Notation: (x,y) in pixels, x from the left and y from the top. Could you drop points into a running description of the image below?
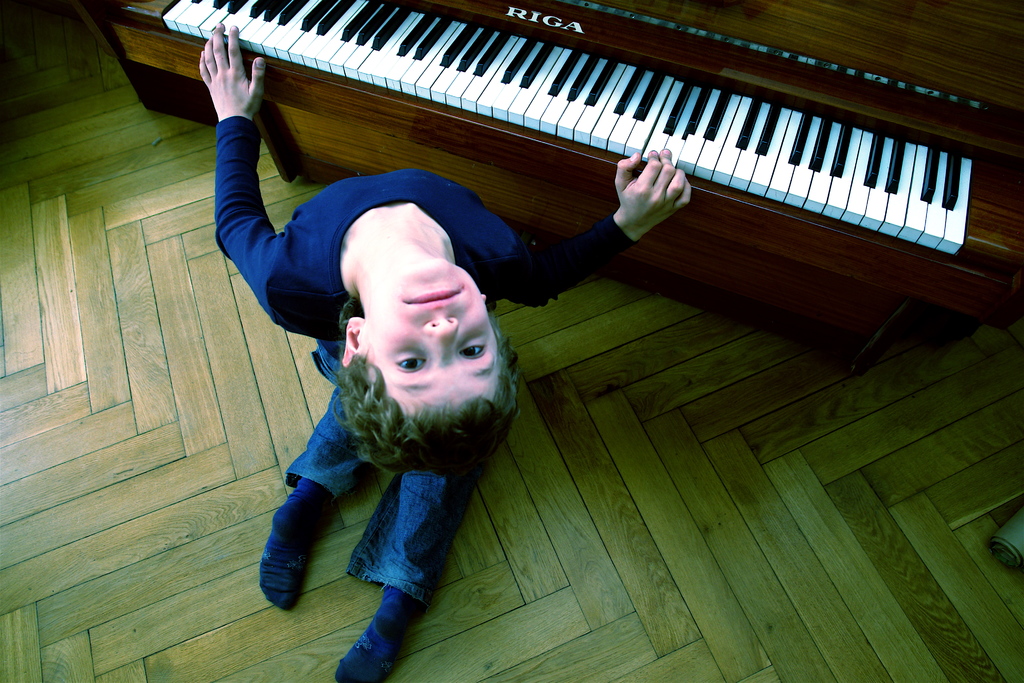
In this picture there is a boy (404,495) kneeling down on the floor (602,388) and playing piano (739,179). On the piano (736,103) there are keys (547,105) and text "Riga" (527,20) on it. There is a wooden floor (137,366) in the image.
